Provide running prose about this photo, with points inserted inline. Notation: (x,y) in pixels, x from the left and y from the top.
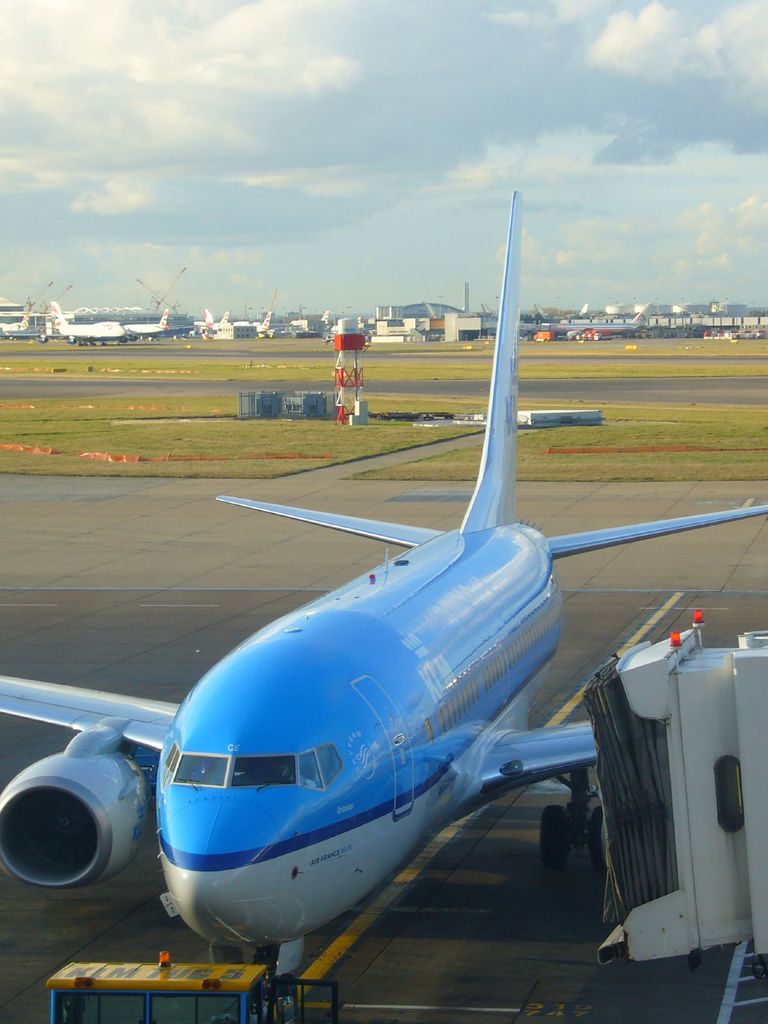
In this image we can see aeroplanes (331,746). In the background (196,310) there are buildings (402,308) and sky (290,278). At the bottom (402,964) there is a runway (437,950).
